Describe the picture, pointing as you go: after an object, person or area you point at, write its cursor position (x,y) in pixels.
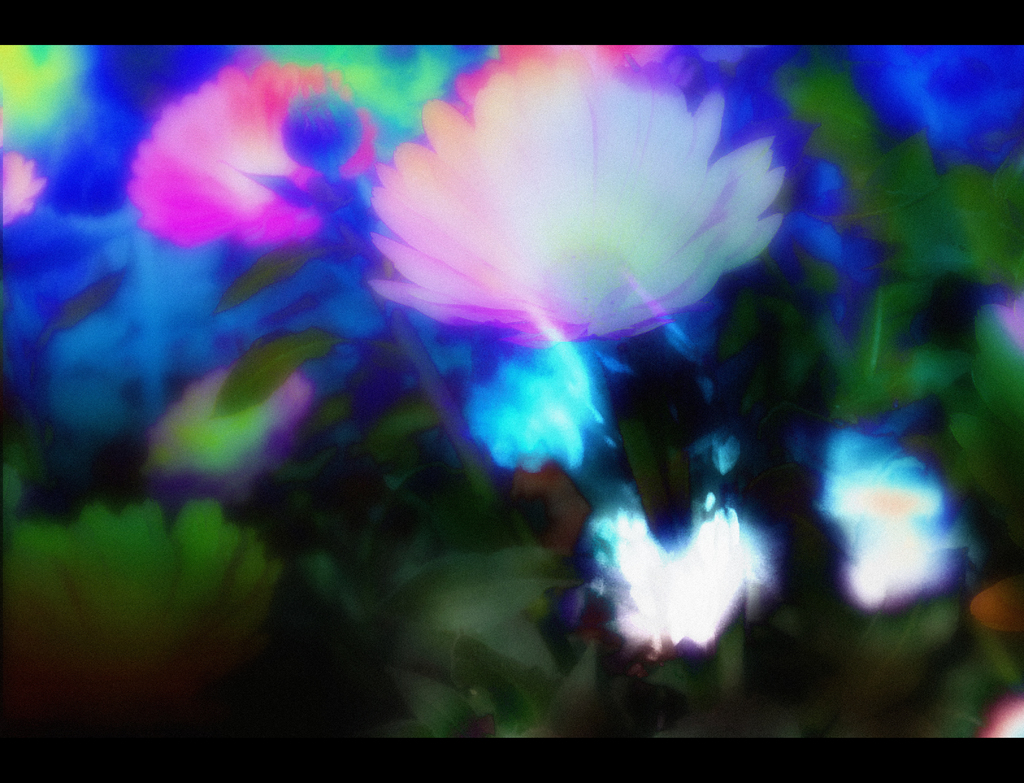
It is an edited image in this there are beautiful flowers (166,187) and leaves (681,477).
